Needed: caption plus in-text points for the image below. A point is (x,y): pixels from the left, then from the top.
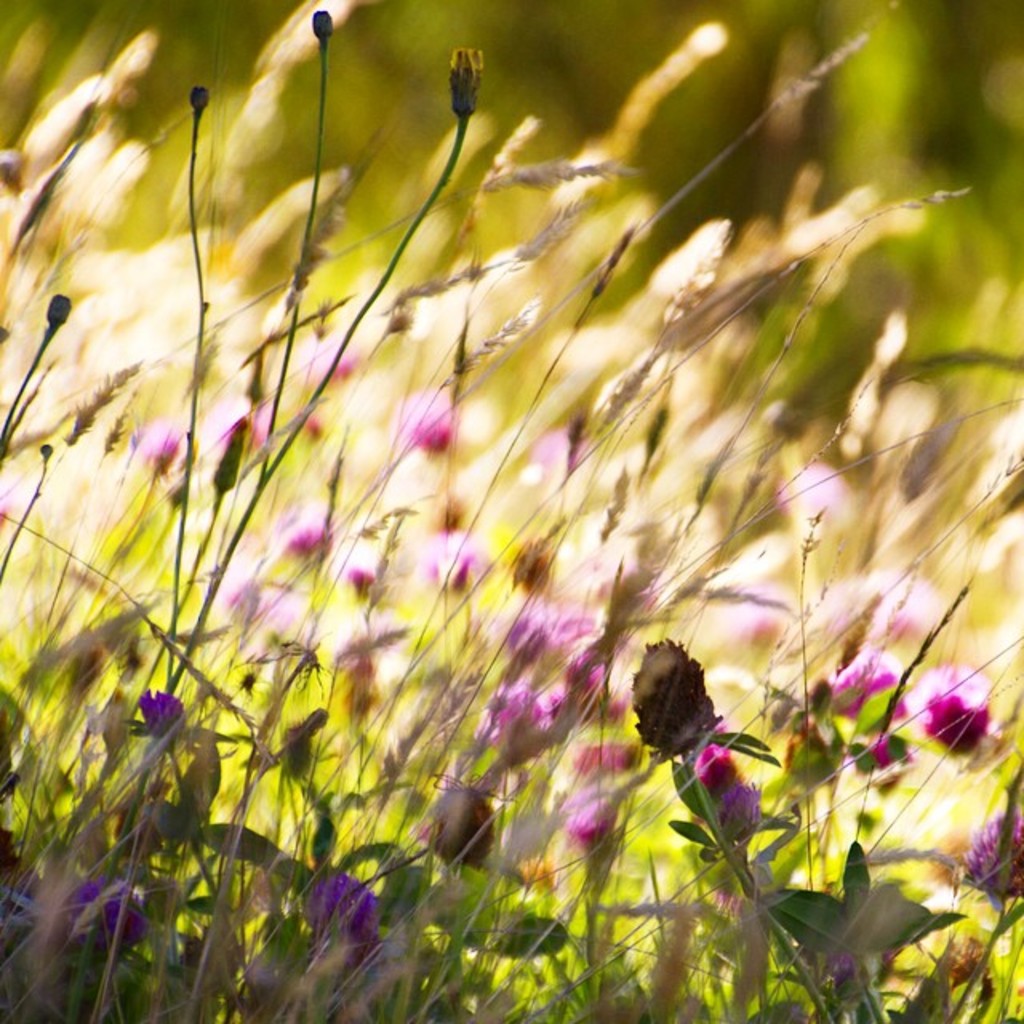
In the picture I can see flower plants (594,727). The background of the image (698,227) is blurred.
